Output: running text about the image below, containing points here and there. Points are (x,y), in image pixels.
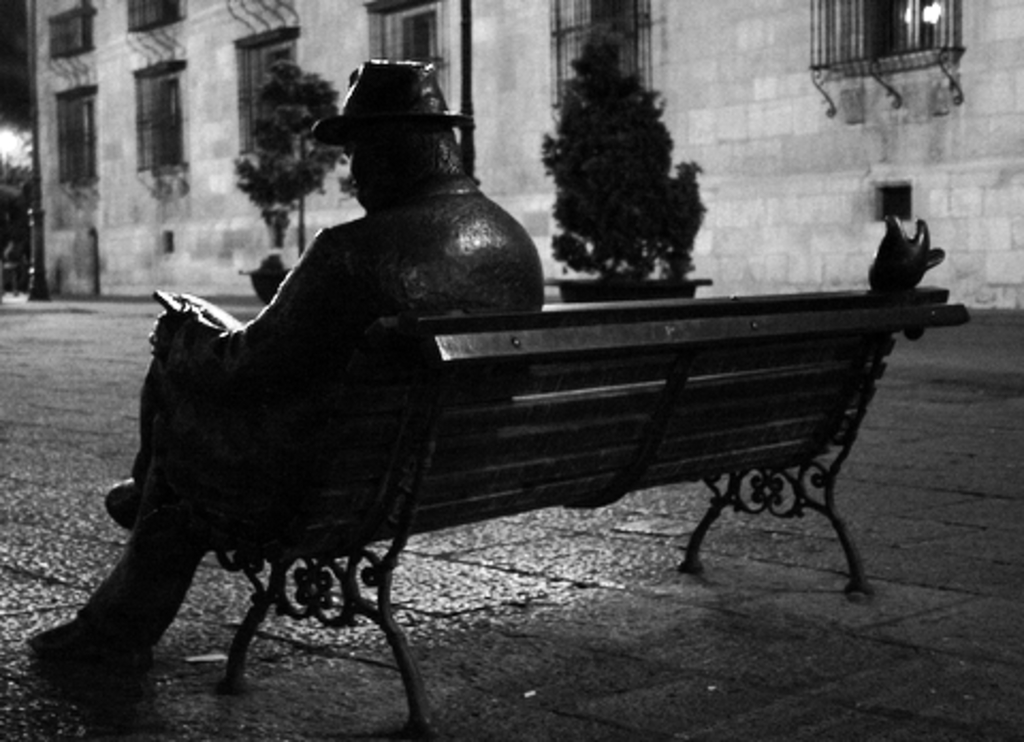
In this image we can see a statue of a person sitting on a bench (478,513) and we can see few trees (651,172) and there is a building (109,57) in the background (516,100).
